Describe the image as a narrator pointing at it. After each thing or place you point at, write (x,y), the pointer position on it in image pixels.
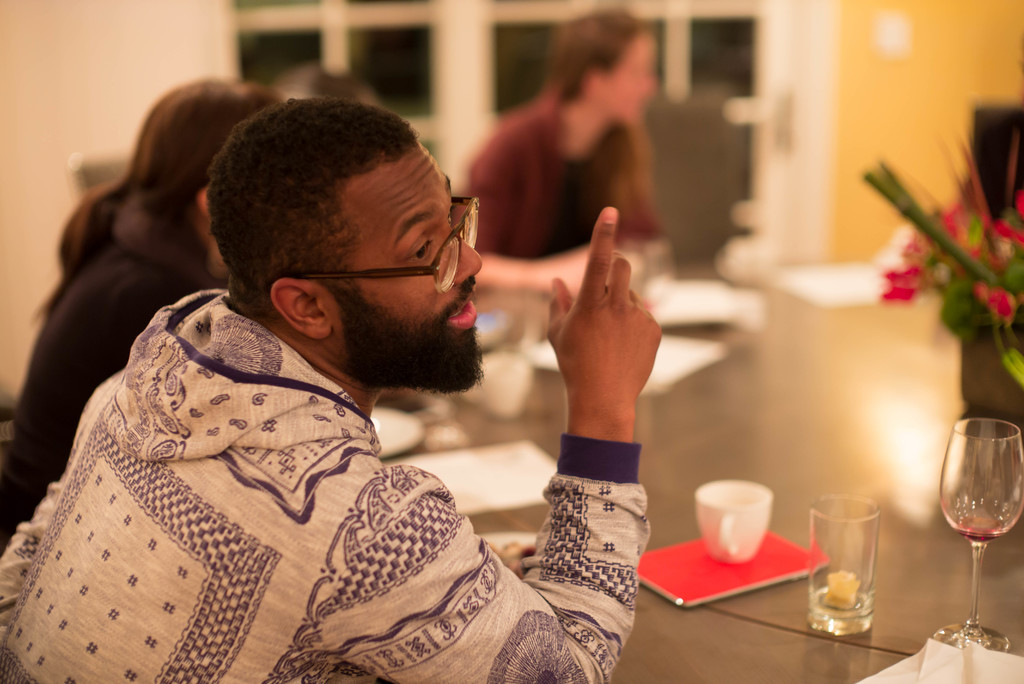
In the image we can see few persons (135,261) were sitting on the chair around the table (692,417). On table (711,437) we can see wine glass (978,530), cup (743,543), book (771,550), paper (480,499) and flower vase (986,401). In the background (877,94) there is a wall (131,31) and window (486,67).
